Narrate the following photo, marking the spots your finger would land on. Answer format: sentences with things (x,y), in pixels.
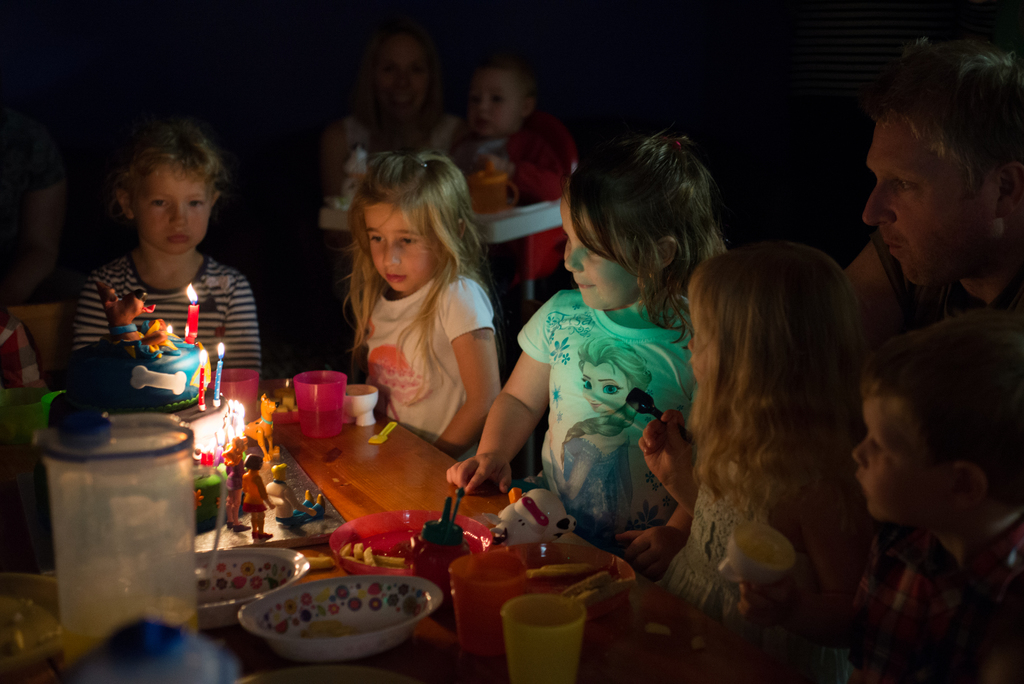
As we can see in the image there are few people (413,207) here and there and there is a table (405,471). On table (396,463) there are glasses (506,614), plates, bowls (257,602), toys (241,450), cake (197,417) and candles (227,442).
